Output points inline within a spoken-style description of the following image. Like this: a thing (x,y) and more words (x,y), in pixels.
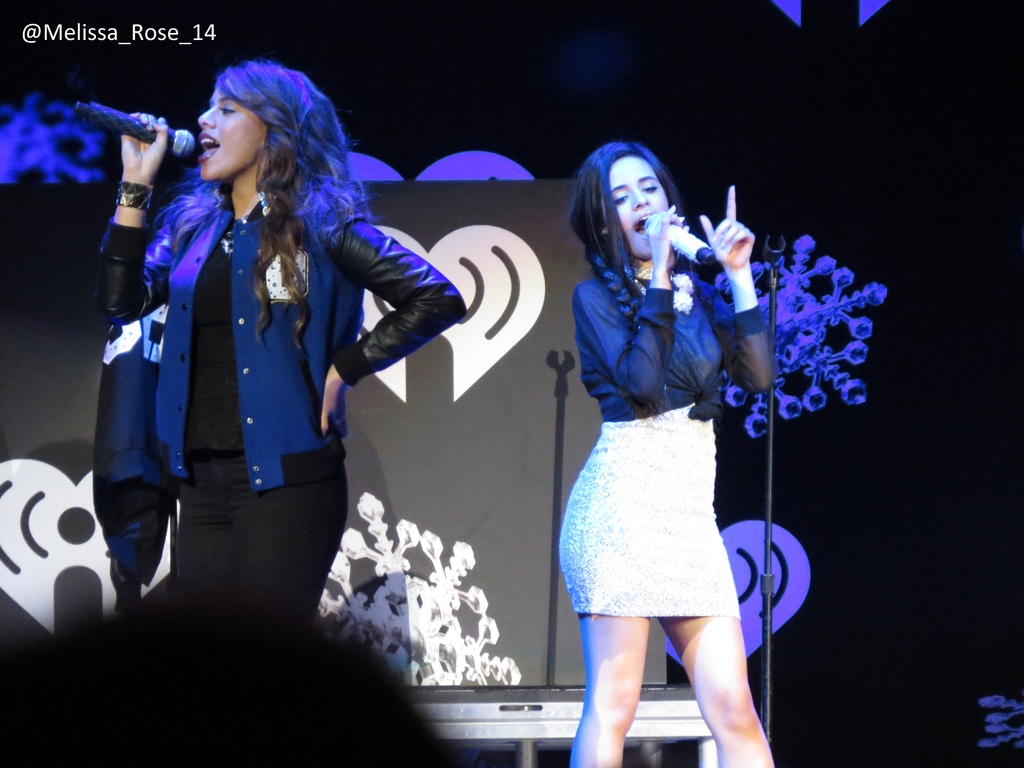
In this picture we can see two women (289,368) holding microphones (686,249) and singing. On the right side of the women (669,423), there is a stand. Behind the women (328,344), there is a board (533,421), some objects (85,139) and a dark background (481,18). In the top left corner of the image (161,37), there is a watermark (161,37).
